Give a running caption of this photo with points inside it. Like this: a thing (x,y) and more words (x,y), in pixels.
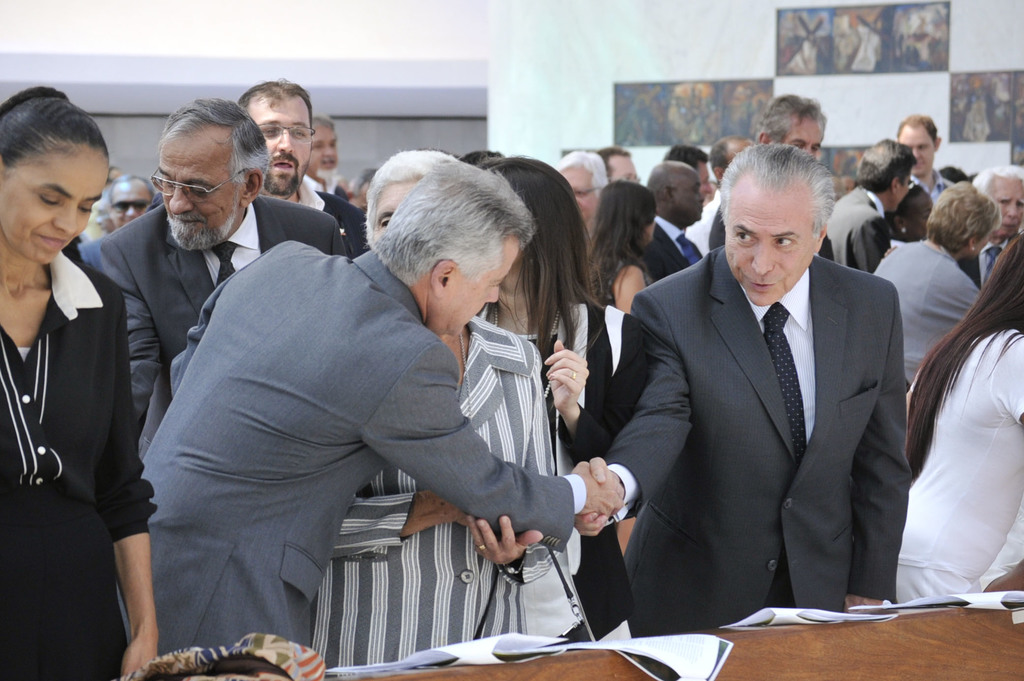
In this image we can see group of people (850,414). There are papers (684,666) on the table (824,635). In the background (531,32) we can see wall (613,37) and frames (738,85).
